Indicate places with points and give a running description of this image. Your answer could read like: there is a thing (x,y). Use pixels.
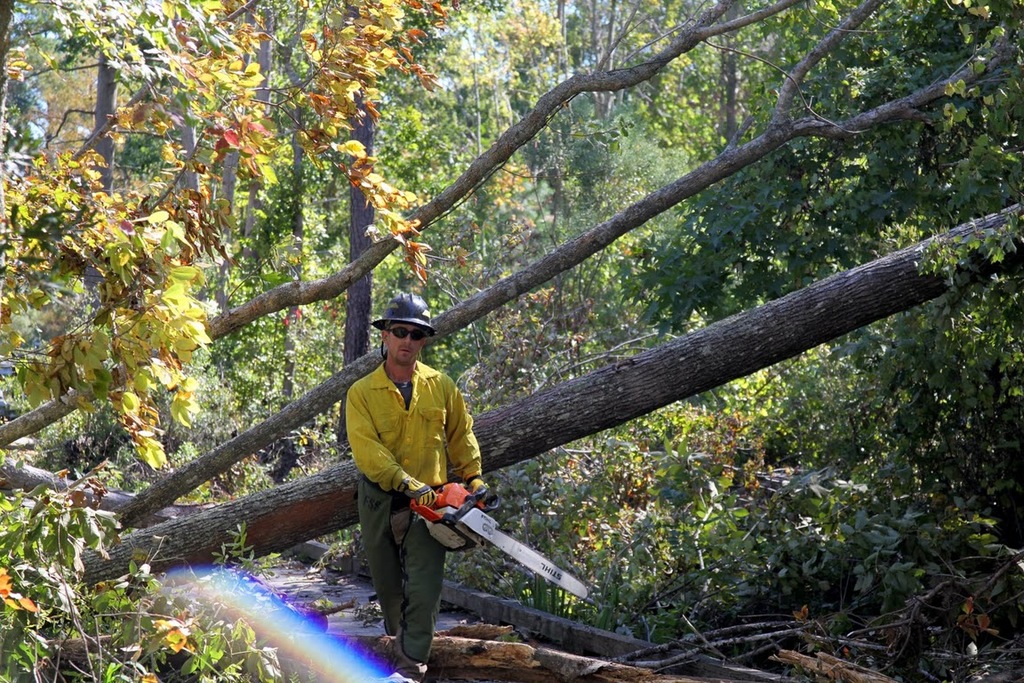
In the middle of this image (360,403), there is a person (360,403) in a yellow color shirt (360,403), wearing a helmet (407,317) and sunglasses (420,333) and holding a chainsaw (466,497). Beside him, there are trees (204,471) which are fallen. On the left side (88,392), there are trees (143,197) on the ground (267,604). On the right side (967,644), there are plants (798,473) and trees (992,235) on the ground (882,616). In the background (548,18), there are trees (599,128).
